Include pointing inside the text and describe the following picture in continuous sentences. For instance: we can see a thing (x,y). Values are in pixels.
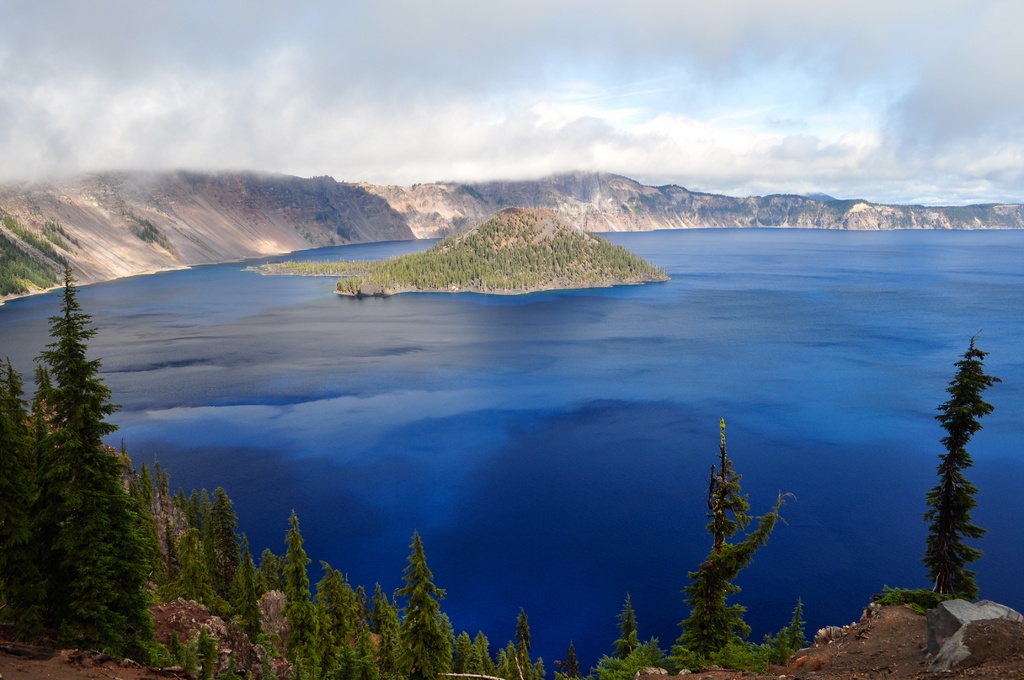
In this picture we can see there are hills (419,272), water (433,466) and the cloudy sky (391,142). At the bottom of the image (227,558), there are trees (96,524).
